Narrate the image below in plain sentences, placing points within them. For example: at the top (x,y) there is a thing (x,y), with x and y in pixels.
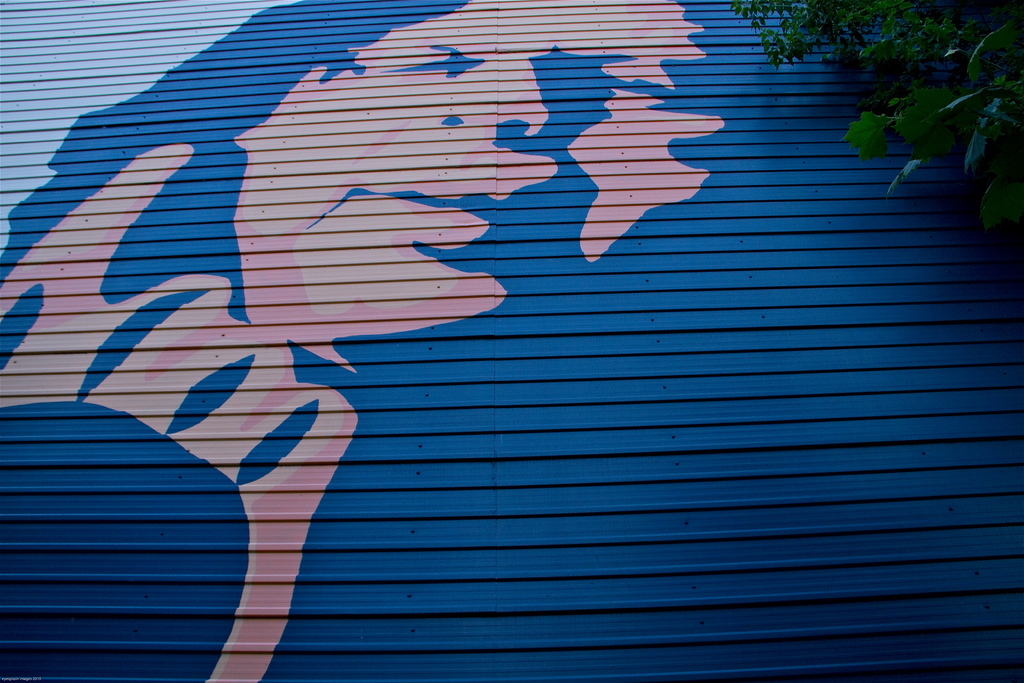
In this image I can see the painting (415,285) of the person's face (321,223). To the right (932,109) I can see the tree (887,99).
